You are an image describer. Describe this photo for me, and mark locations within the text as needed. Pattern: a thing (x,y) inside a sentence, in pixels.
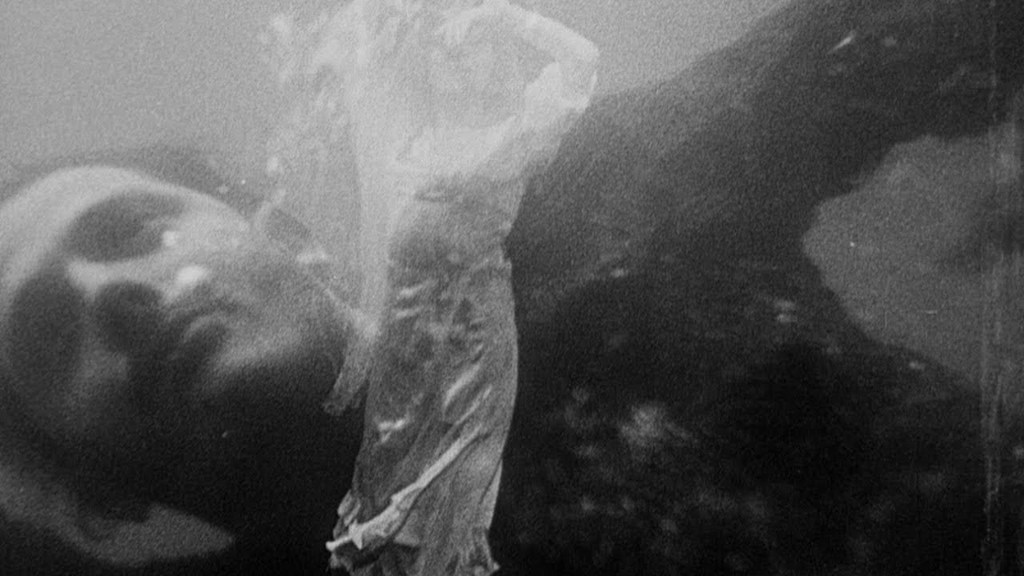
As we can see in the image there is a person (453,338) in water (568,281).
